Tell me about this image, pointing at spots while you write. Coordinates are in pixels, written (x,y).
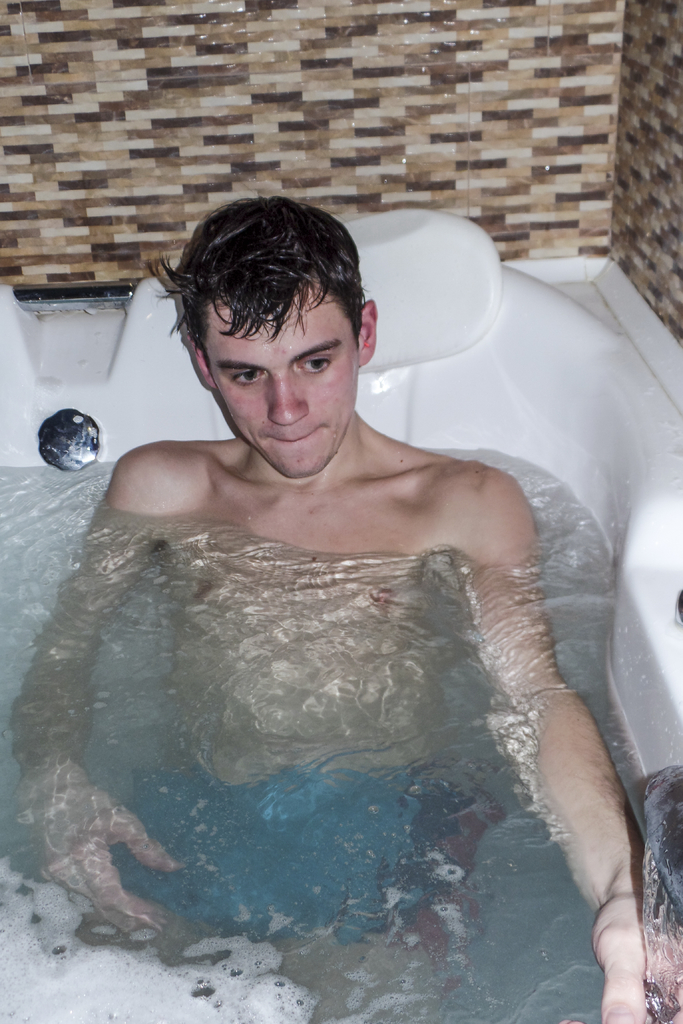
In this image in the center (280,517) there is one person (280,729) who is in bath tub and there are some water (258,801) in the tub (446,447), in the background (350,84) there is a wall (399,112).
